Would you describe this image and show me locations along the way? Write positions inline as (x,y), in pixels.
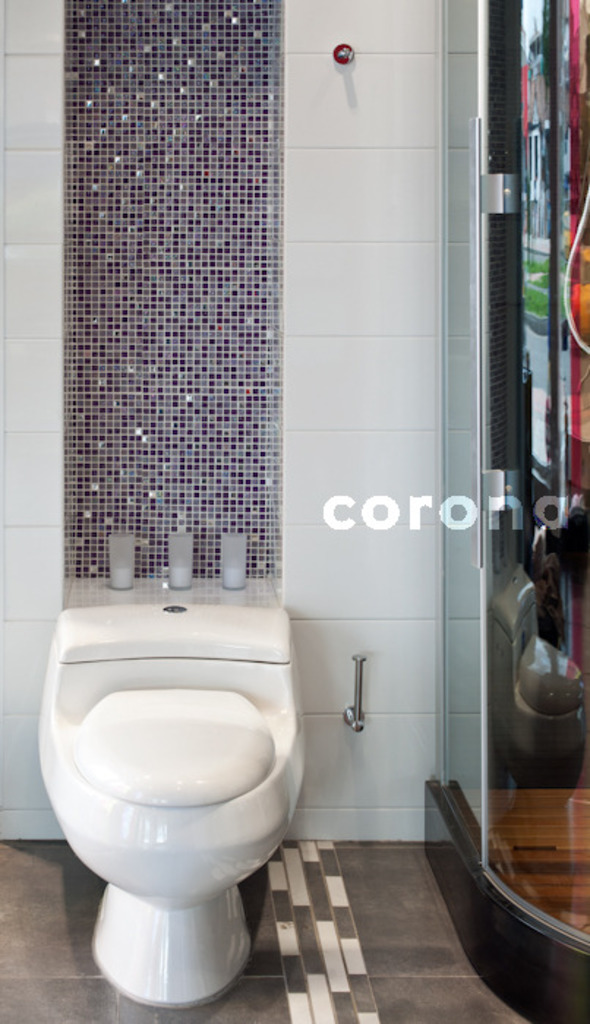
In this picture we can see a toilet seat (270,702), metal rods (358,695) and a wall (302,441), beside to the toilet seat (266,848) we can find a door (498,547).
